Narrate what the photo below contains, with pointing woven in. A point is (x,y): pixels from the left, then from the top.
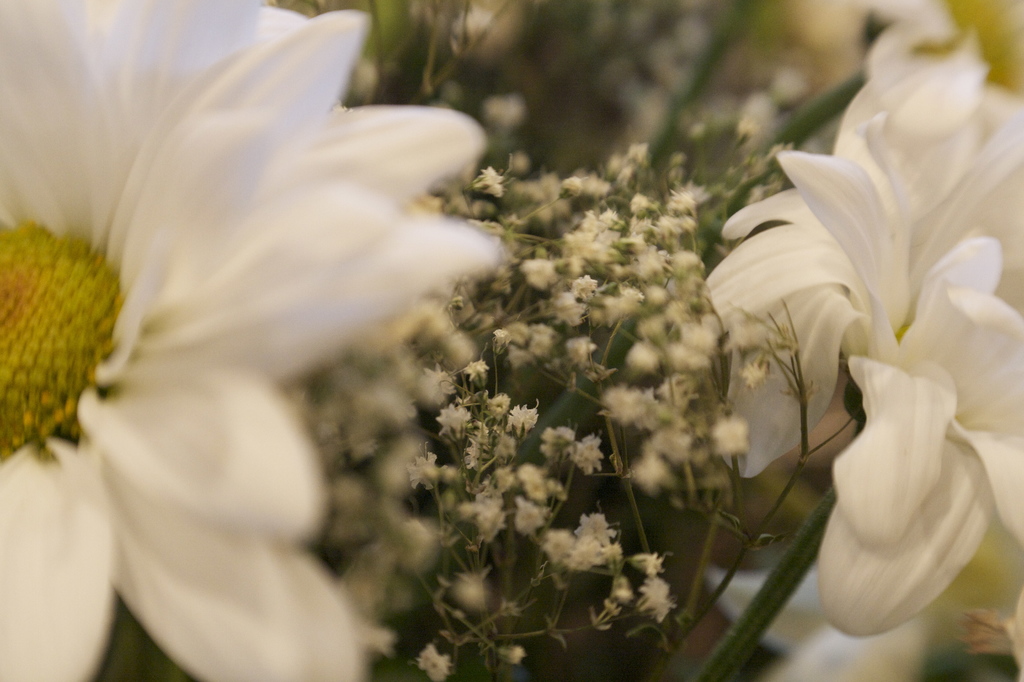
This image consists of white flowers (960,451). In the middle (644,453), we can see small plants (597,542). On the left (13,293), there are pollen grains (65,344) to a flower (51,390) in yellow color.
